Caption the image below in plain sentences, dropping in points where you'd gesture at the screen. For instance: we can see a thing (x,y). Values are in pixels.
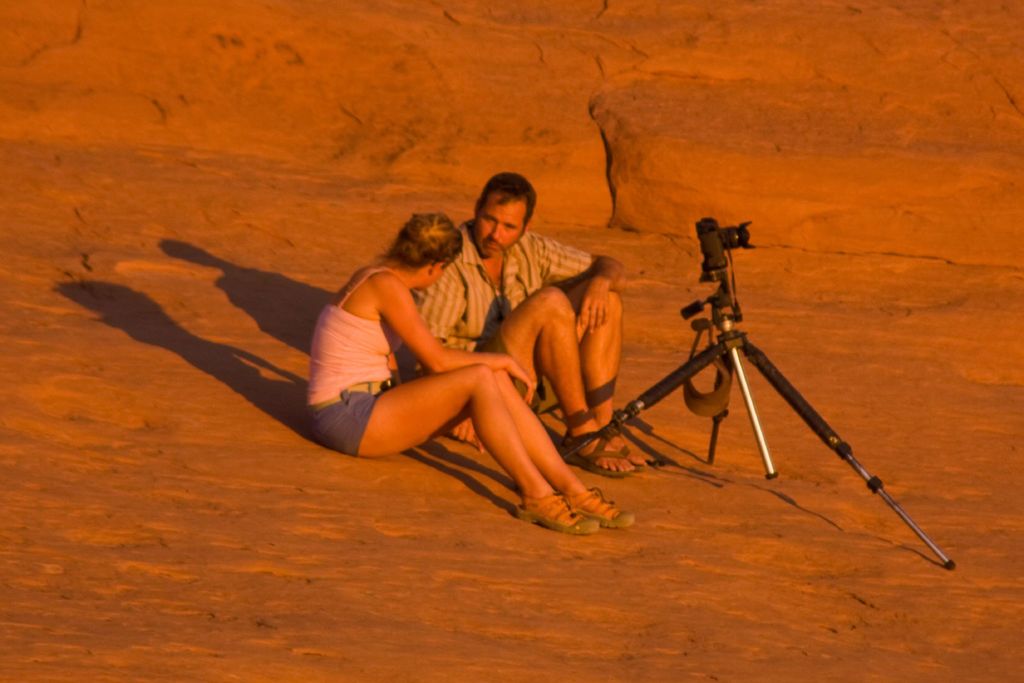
In this image, we can see a man (589,296) and a woman (342,421) sitting on the ground (365,587), we can see a camera (723,251) and a camera stand (694,372).
